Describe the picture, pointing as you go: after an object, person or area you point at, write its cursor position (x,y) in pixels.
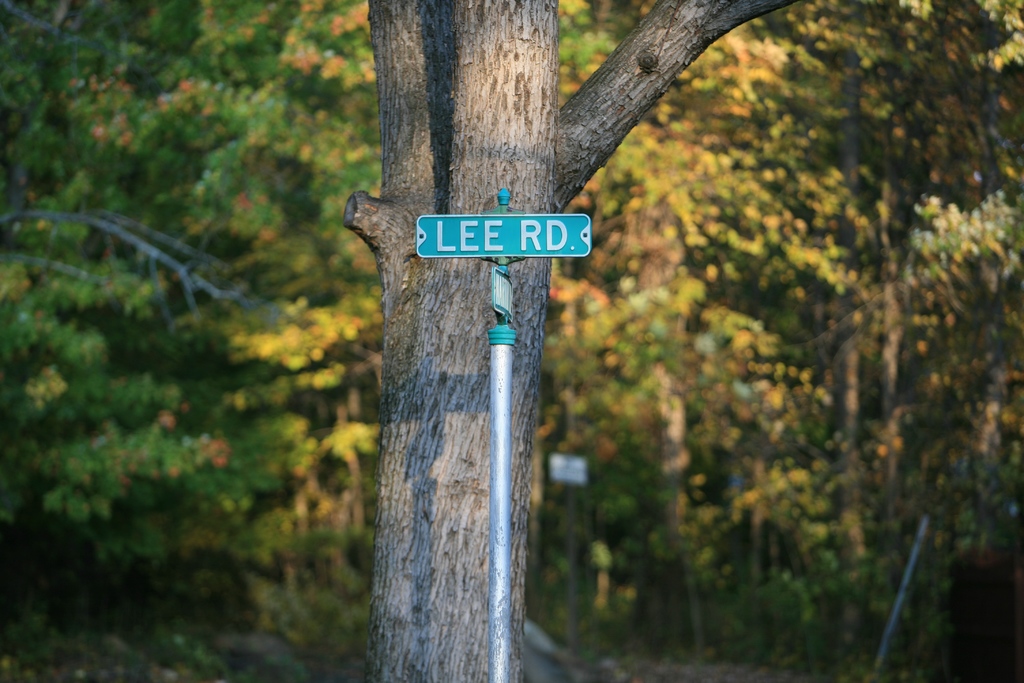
In this image there is a rod (501,338) with a board (477,240) attached to it. On the board (502,242) there is some text (523,234), behind the rod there is a tree (480,333). In the background (352,365) there are trees (630,430).
